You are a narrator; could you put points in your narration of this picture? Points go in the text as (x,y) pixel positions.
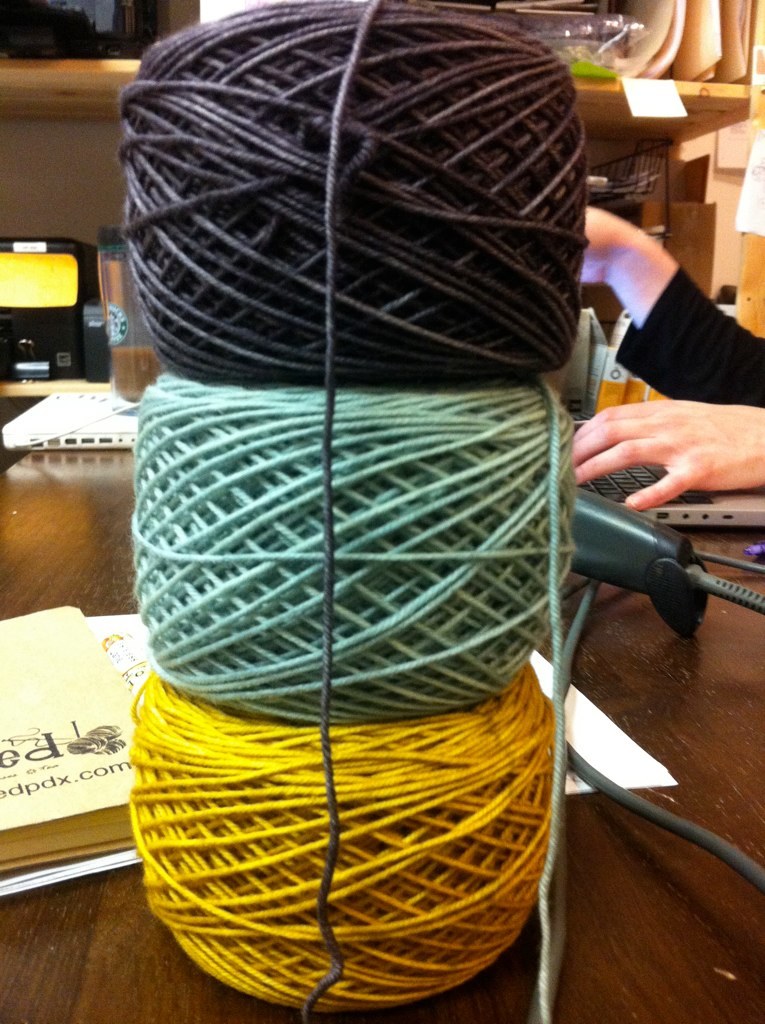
In this image we can see rolls of threads (340,365) on a wooden surface (592,896). On that there are books (116,757), laptops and some other items (145,383). On the right side (687,456) we can see hands (701,456) of a person (670,341). In the background (749,49) there is a cupboard (76,118) with some items (15,280).
